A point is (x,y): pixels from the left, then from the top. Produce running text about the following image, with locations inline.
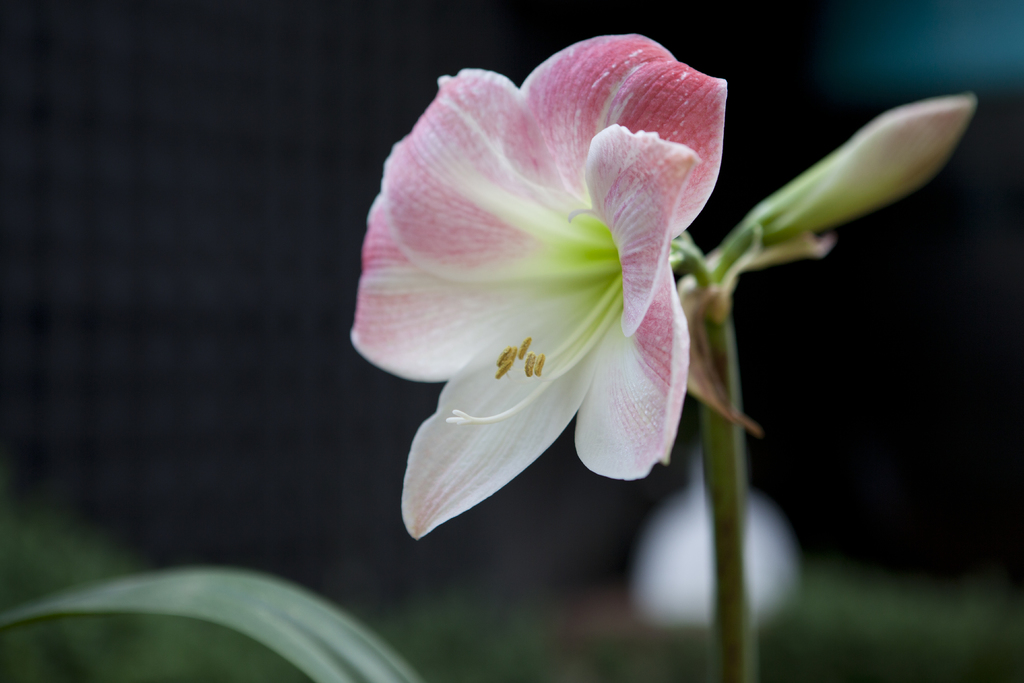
In this image I can see a flower (626,297). There is a bud (846,209) and there is a leaf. And the background (229,654) is blurry.
